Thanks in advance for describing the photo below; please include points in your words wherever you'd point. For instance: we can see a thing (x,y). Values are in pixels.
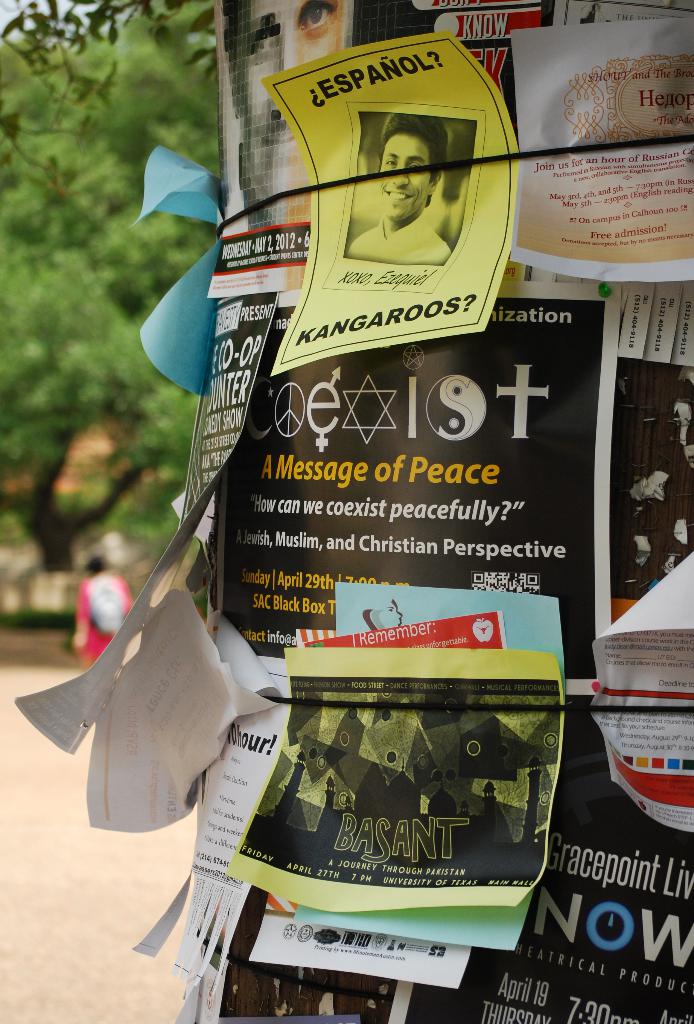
This picture is clicked outside. On the right (501,232) we can see the text (316,335) and some pictures (399,240) on the papers (290,313) and we can see the text (457,476) and numbers (314,575) on the posters (536,302) attached to the item (646,364). In the background (119,152) we can see the trees (40,306), a person (90,598) and the ground (75,664) and some other objects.
